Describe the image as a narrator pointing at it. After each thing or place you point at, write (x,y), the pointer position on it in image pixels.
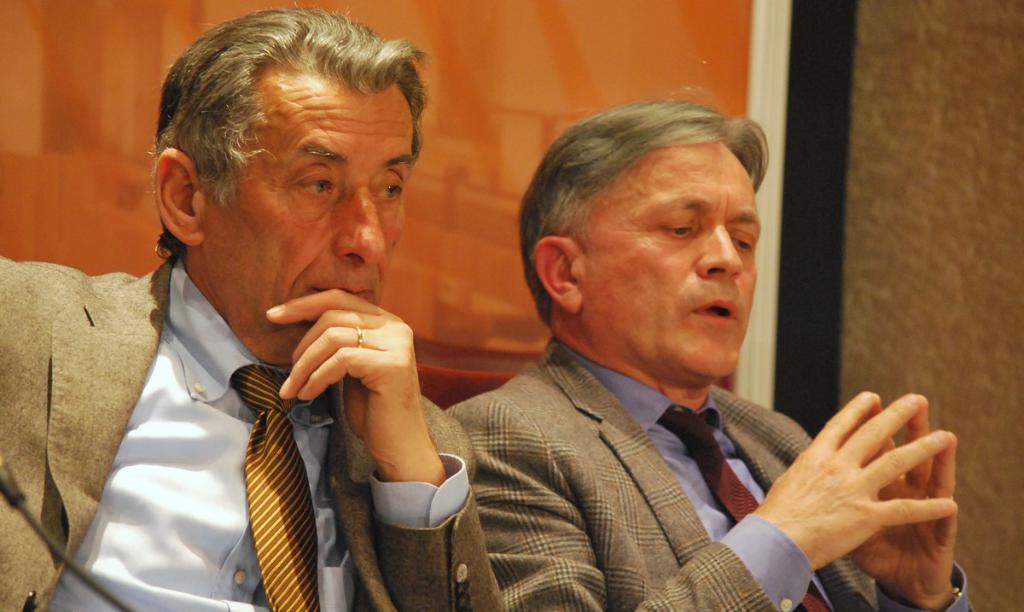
In this image, we can see two men (504,505) in suits (612,506). In the background (799,288), there is a wall (876,204) and picture frame (547,108).
